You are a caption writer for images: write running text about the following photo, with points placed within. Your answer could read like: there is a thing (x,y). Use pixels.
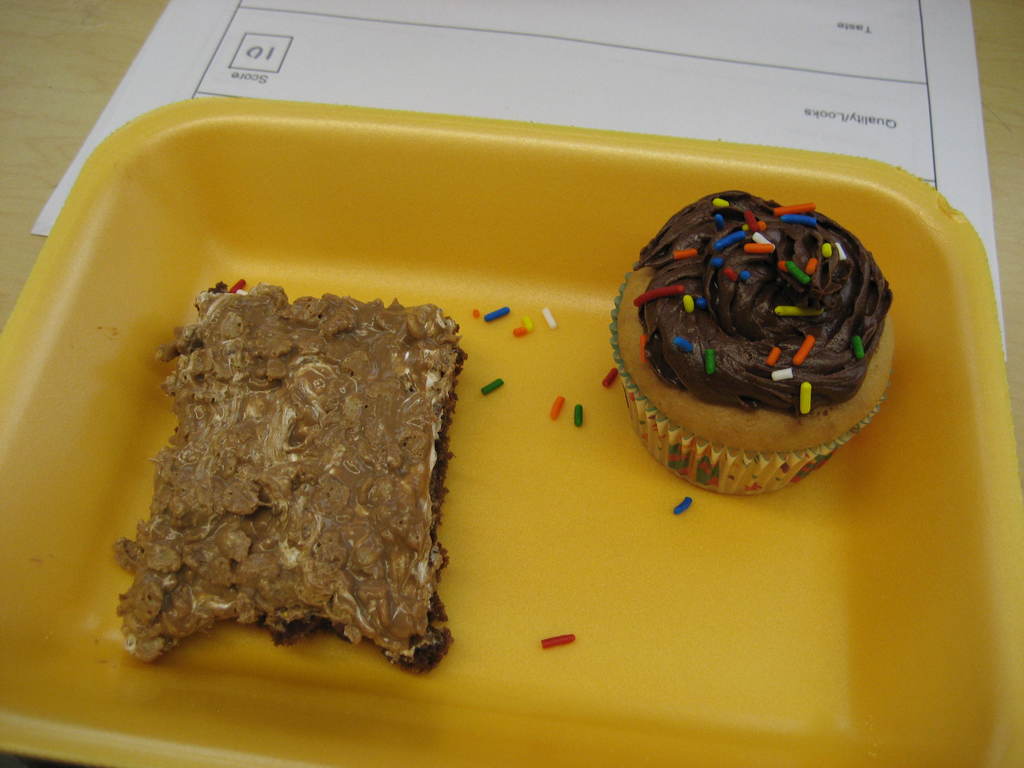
In this picture we can see a cupcake (852,426) and a food item (254,411) in a bowl (196,202), paper (458,4) and these are placed on a table (58,22).
